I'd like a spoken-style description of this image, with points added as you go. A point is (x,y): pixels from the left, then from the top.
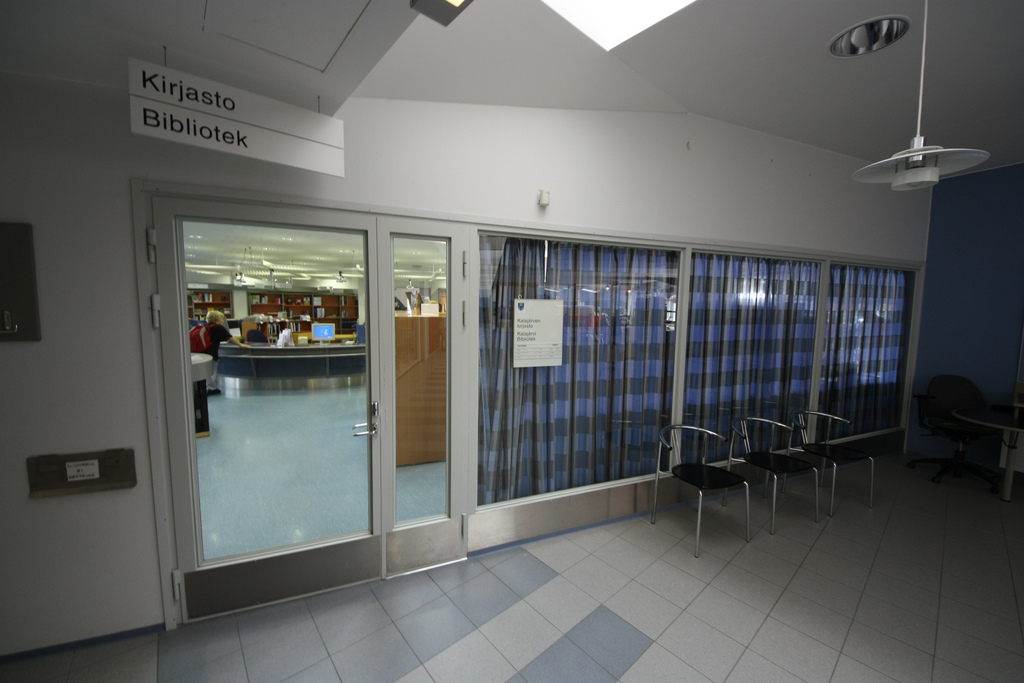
In this picture I see the inside view of a room (31,647) and I see the chairs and on the ceiling (264,59) I see the light (438,17) and on the left of this image (196,97) I see a board (158,81) on which there is something written and I see the door glass (294,306) through which I see another room (241,275) and I see few people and I see few more lights (292,284) on the ceiling (317,276) and on the right side of this image (758,261) I see the curtains (727,359).
